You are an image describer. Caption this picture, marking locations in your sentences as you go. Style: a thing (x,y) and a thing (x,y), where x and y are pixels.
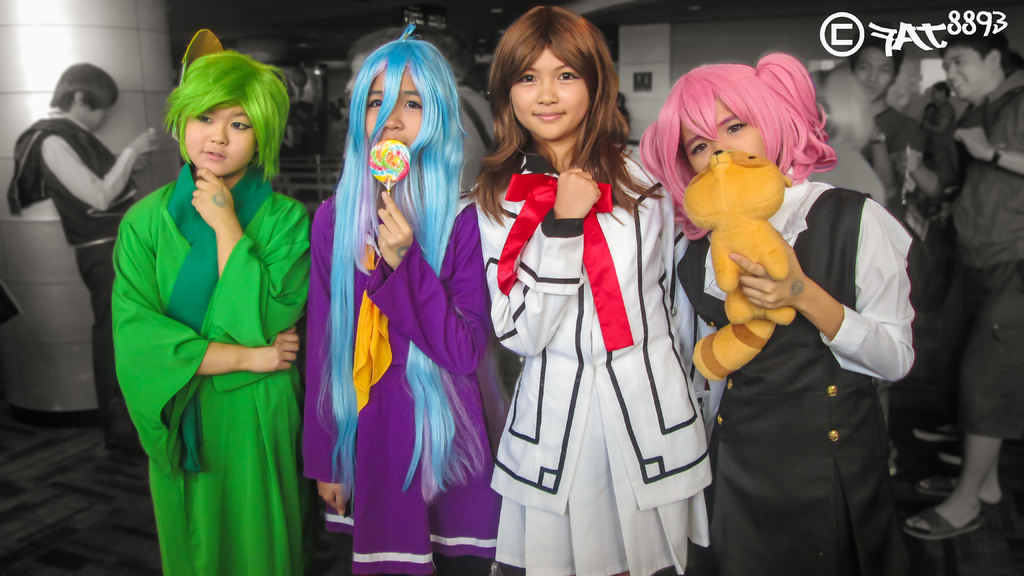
In this image we can see an edited picture of a group of people (345,244) standing on the floor (32,537). One woman (773,467) is holding a doll (751,245) in her hand (746,260). One woman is holding a lollipop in her hand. In the top right corner of the image (895,31) we can see some text (950,24). In the background (695,52), we can see a barricade (317,164) and the wall (699,55).
